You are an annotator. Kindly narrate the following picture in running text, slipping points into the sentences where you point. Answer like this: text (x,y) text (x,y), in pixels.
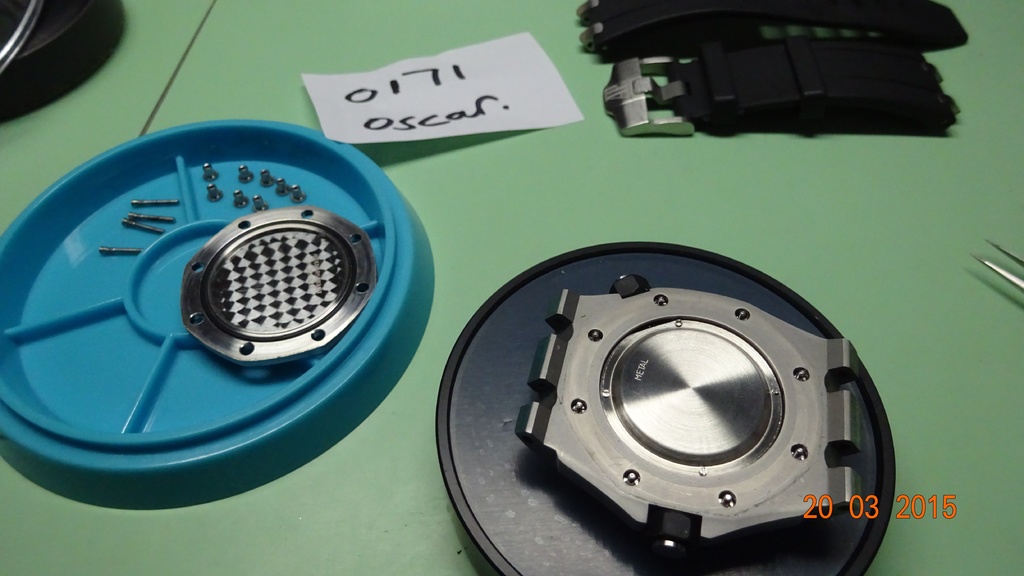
There are few objects (597,295) placed on a green color table (768,165).
